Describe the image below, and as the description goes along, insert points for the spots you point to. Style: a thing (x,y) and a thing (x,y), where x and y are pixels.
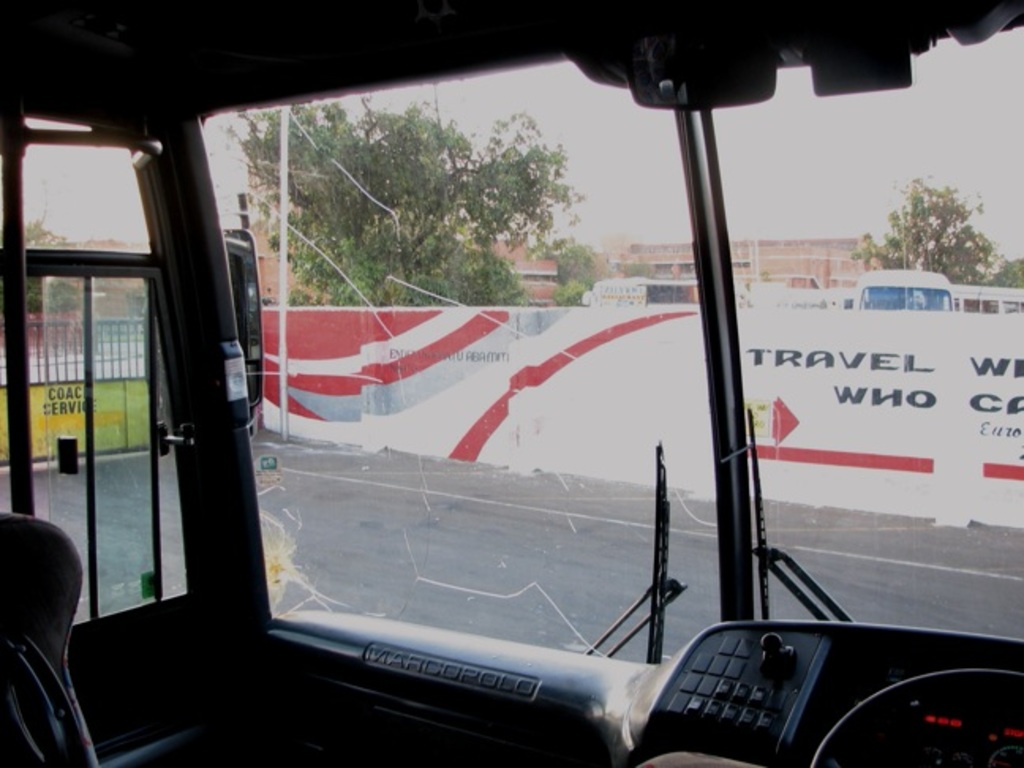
The picture is taken inside a vehicle (384,652). In the right (883,688) there is steering wheel (882,698) and switches (756,700). There is glass (603,230). In the background (471,389) there are walls (313,356), trees (273,200), buildings (684,269), few other vehicles (1011,308) and sky (930,112).
